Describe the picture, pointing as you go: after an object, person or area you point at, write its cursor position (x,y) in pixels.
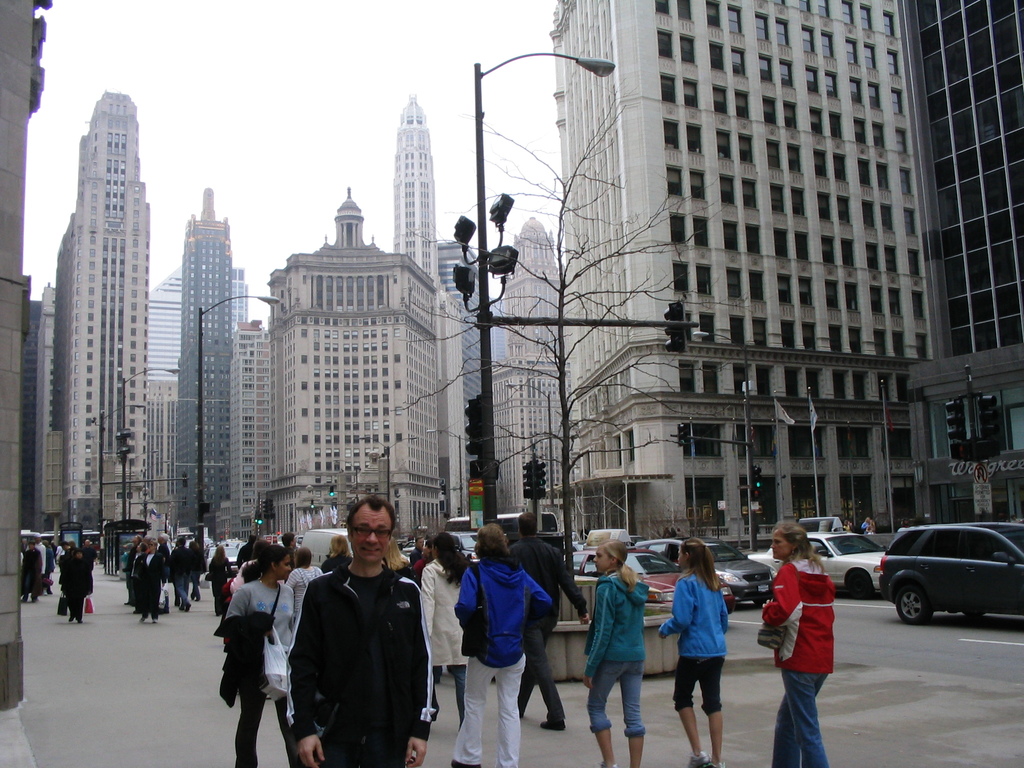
The image taken on the streets (40,624). In the foreground (929,531) we can see people (577,589), cars (943,589), signal lights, street lights (494,487), tree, planter (582,627), road (895,665) and various objects (773,631). In the background (208,355) we can see buildings (659,373), flags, signal lights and other objects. At the top (387,51) there is sky (328,62).
